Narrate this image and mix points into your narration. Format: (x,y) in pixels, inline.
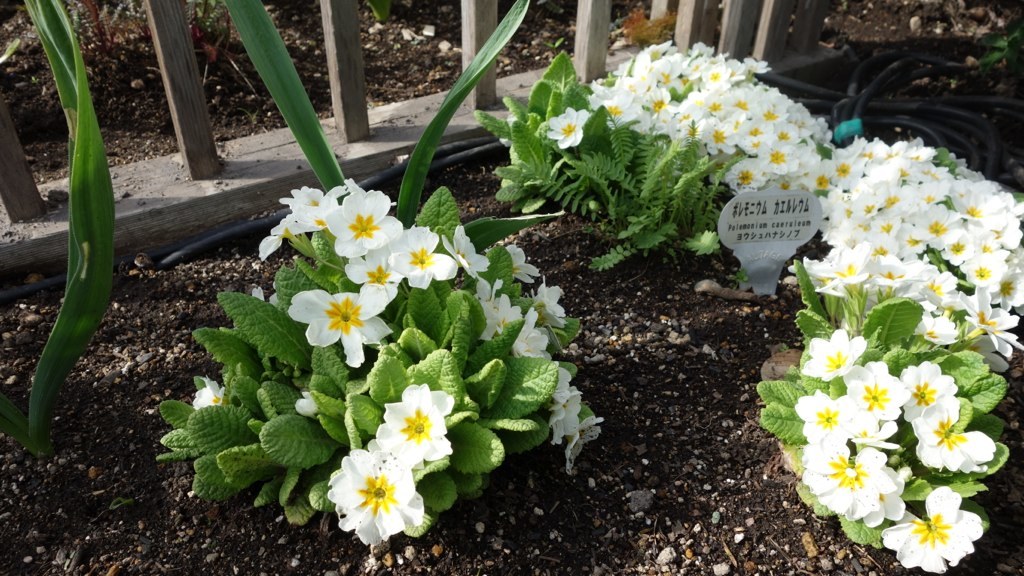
In the image on the ground (805,539) there is a black soil (565,527) with plants (586,176) and white flowers (860,194). At the top right corner of the image (871,106) there are black wires (871,106) on the ground (951,10). At the top of the image (345,147) there is a wooden fencing (679,33). Behind the fencing (57,187) there is a soil (153,75) on the ground (395,85).
